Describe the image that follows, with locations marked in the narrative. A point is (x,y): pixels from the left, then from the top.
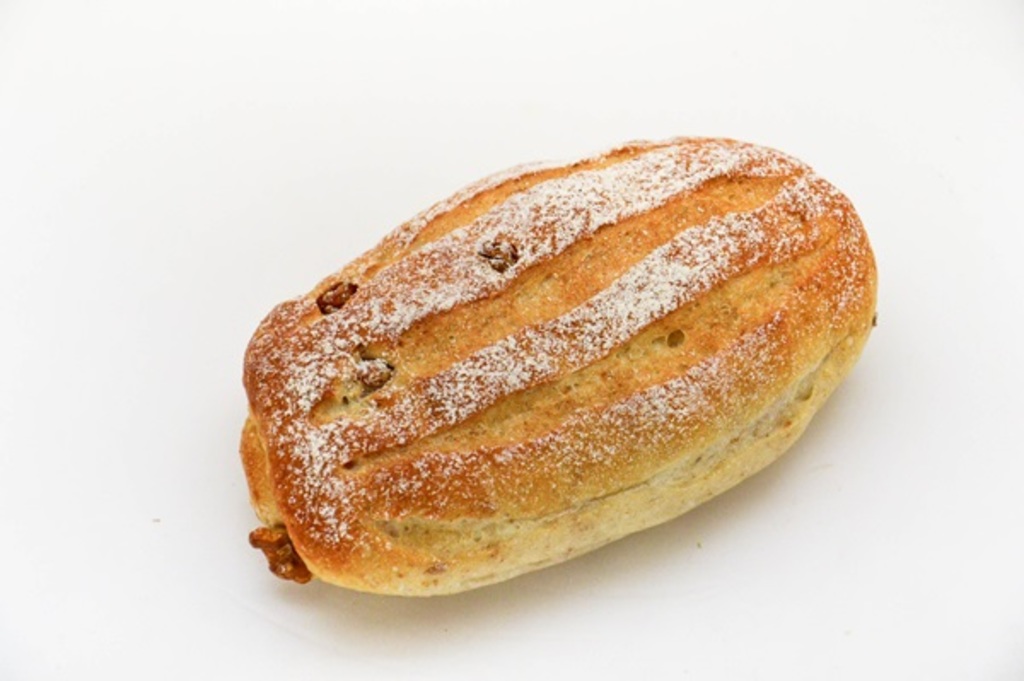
In this image I can see a food item (516,386). I can also see the background (235,251) is white in color.
